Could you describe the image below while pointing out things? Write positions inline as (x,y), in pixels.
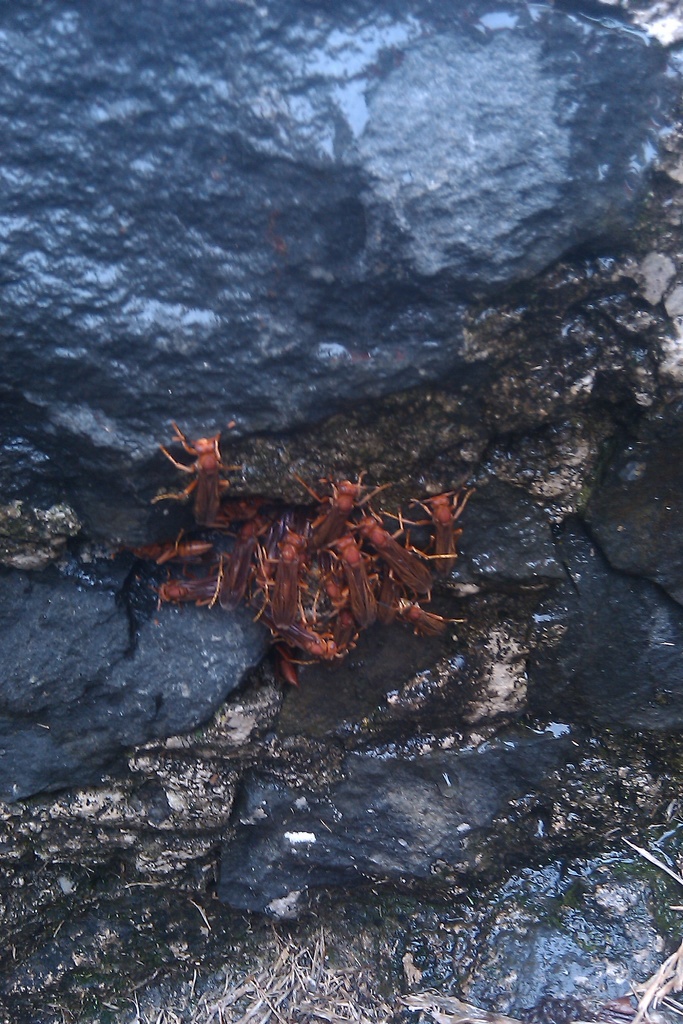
At the bottom of the picture (595,988), we see the dry grass (679,980) and stones (552,939). In the middle (430,621), we see the insects (163,494) in brown color. In the background (425,318), we see a rock (190,214) in black color.
